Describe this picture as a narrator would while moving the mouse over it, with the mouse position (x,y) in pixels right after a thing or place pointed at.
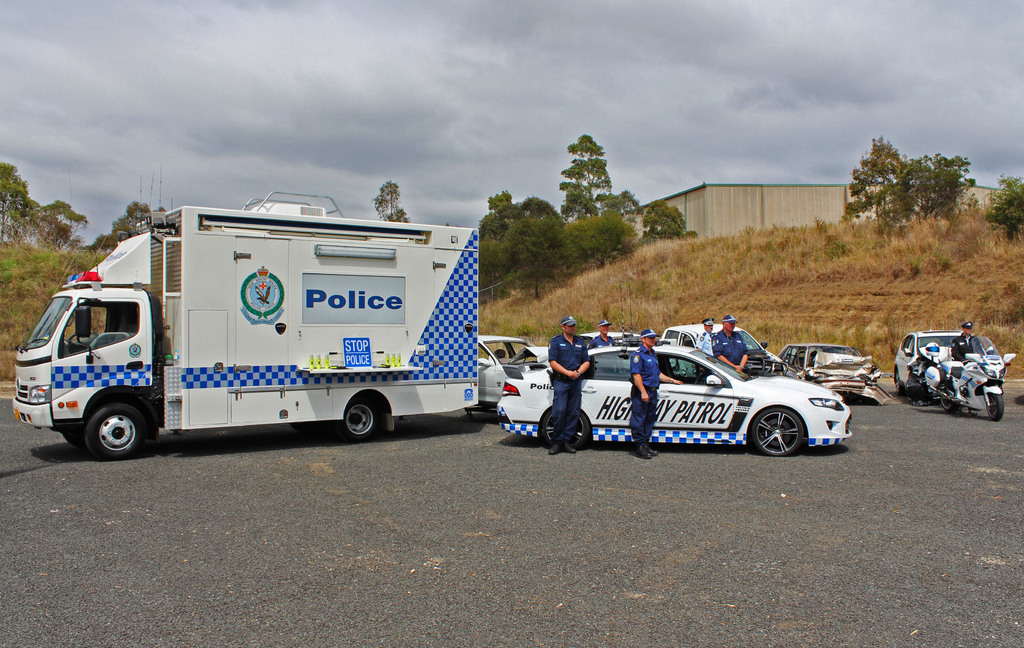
In this picture we can see police officers (707,331) who are standing near to the police car (731,398). On the right (969,324) there is a man (959,339) who is standing near to the bike (974,367). On the left (322,268) there is a white color truck (244,354). In the background (933,177) we can see shed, many trees (52,204) and towers (148,201). On the top (514,24) we can see sky (570,66) and clouds (596,34). On the bottom (501,579) there is a road (394,579).
